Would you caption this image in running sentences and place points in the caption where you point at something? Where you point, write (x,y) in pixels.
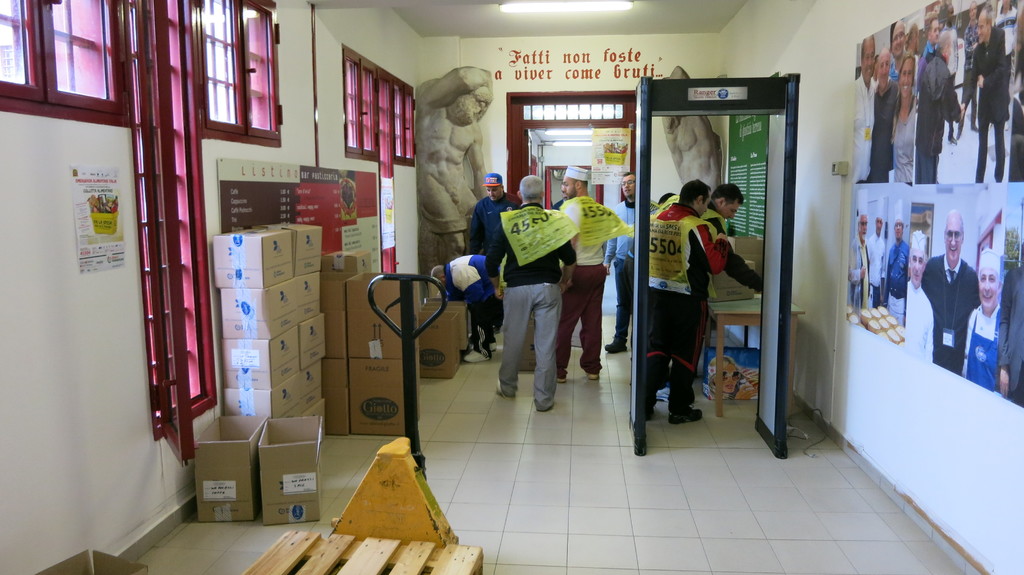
In the image i can see windows (386,101), boxes (77,561), wooden table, sculptures (429,180), persons (593,313) wearing bibs (606,211) on the shoulder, walls (801,118) including pictures (951,196), a text (634,70) written on the wall (463,60) and some other objects (382,472).
